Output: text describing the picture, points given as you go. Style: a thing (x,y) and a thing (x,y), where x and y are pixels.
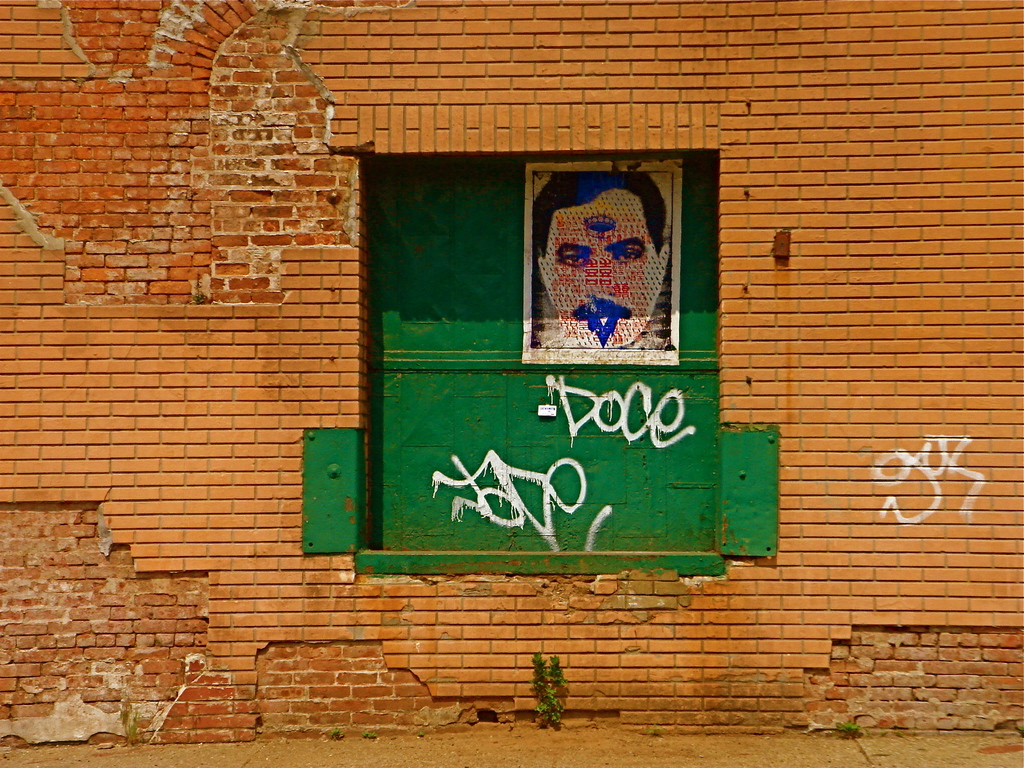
In the image there is a brick wall (307,628). On the brick wall (1020,278) there is a window (446,462) with an image (586,285) of a person (598,342) on it.
